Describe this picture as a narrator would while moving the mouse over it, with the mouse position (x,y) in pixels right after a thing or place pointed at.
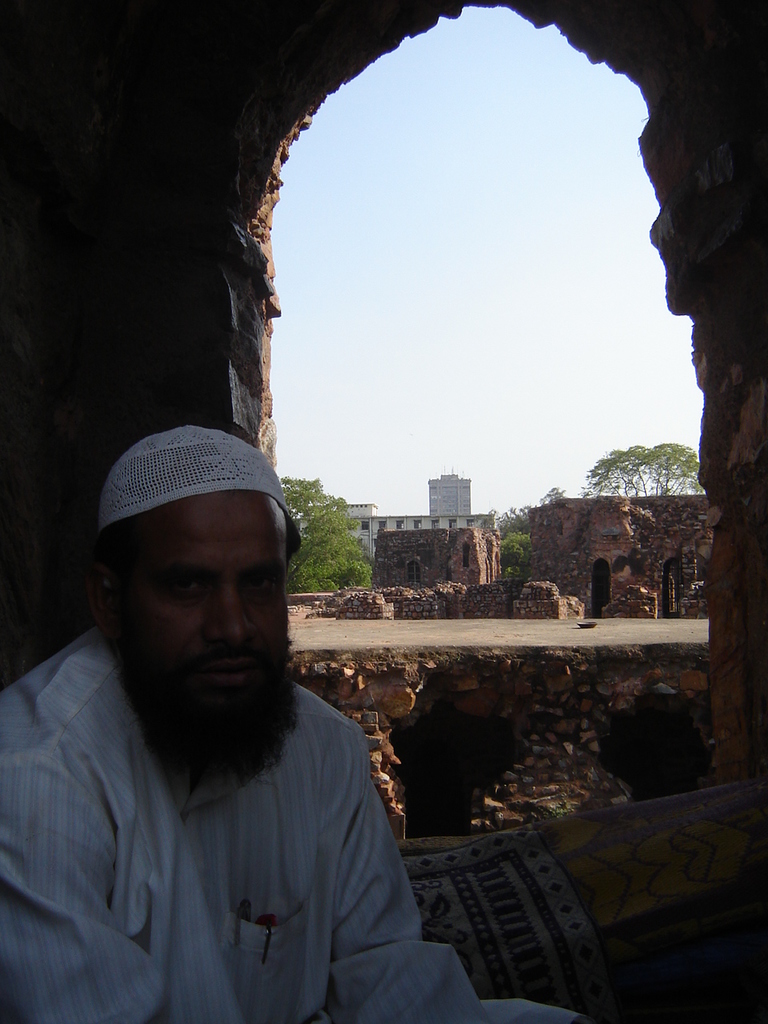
In the image we can see a man (256,896) on the left side of the image (151,864), the man (122,813) is wearing clothes (103,798) and a cap (152,480). Here we can see an arch (695,145), trees (525,518), buildings (436,540) and the sky (461,286).
